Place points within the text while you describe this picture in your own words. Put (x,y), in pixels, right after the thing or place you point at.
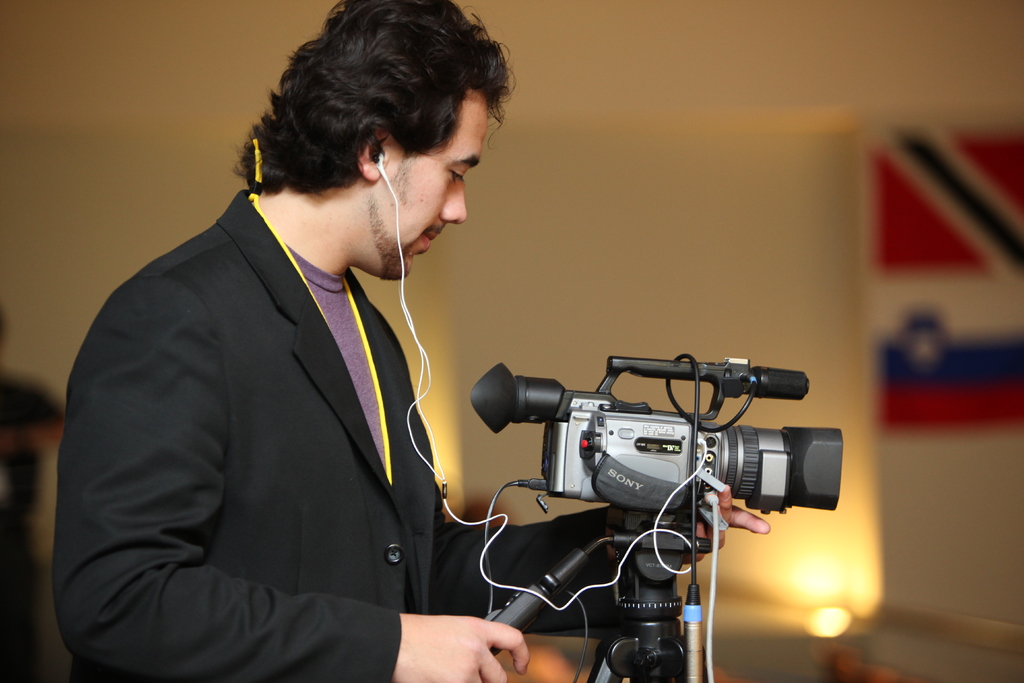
In the center of the image (347,230) we can see a person (194,325) standing at the camera (613,440). In the background (628,177) there is wall (512,301).
